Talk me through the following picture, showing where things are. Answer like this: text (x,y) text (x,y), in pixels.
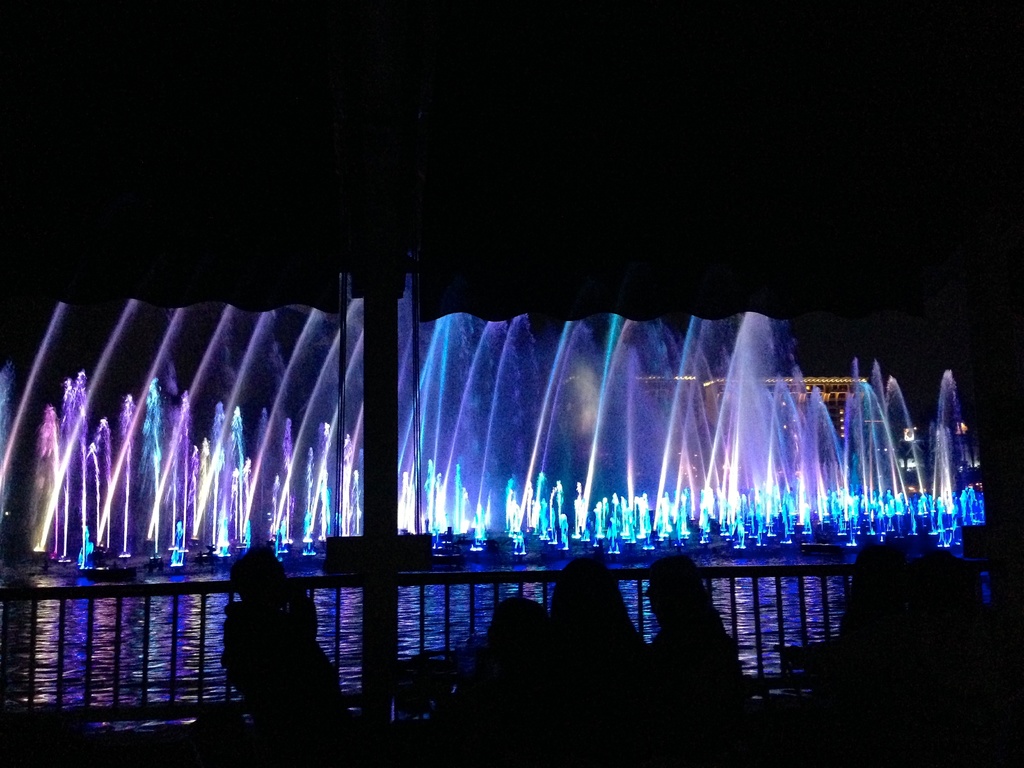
In the picture we can see a night view of the people (258,753) in the dark near the railing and behind the railing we can see water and fountains (743,541) with blue color lights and on the top of it we can see the sky (871,369).
